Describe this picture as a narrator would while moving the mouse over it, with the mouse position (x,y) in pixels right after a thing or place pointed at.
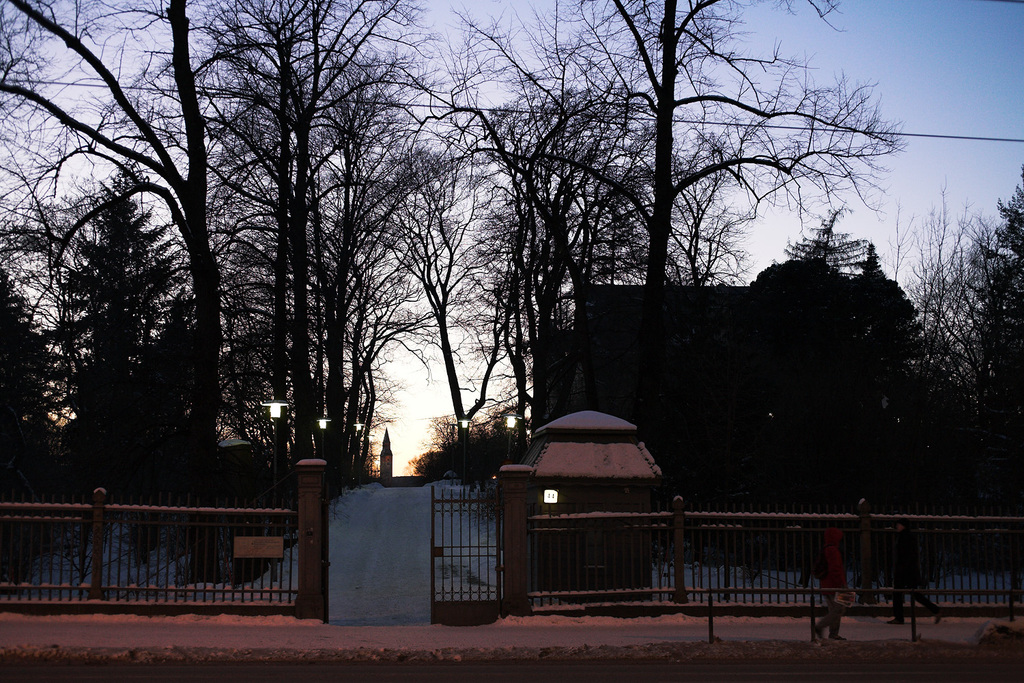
There is a fencing (431,594) at the bottom of this image (457,575) and there are some trees (497,442) in the background (738,504). It seems like there is a building (630,362) on the right side of this image (697,340) and there is a sky (406,372) at the top of this image (472,105).
